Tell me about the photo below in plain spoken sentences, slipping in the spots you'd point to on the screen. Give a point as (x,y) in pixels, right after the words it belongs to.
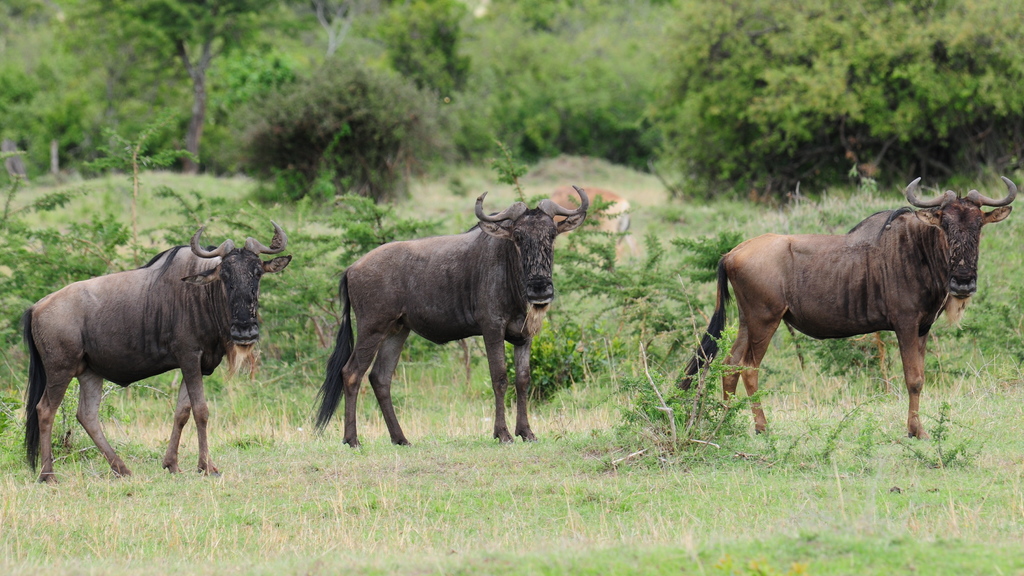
In the picture we can see a grass surface (752,461) on it we can see the wildebeest (917,360) and in the background (989,173) we can see plants (490,146), trees (527,147).
